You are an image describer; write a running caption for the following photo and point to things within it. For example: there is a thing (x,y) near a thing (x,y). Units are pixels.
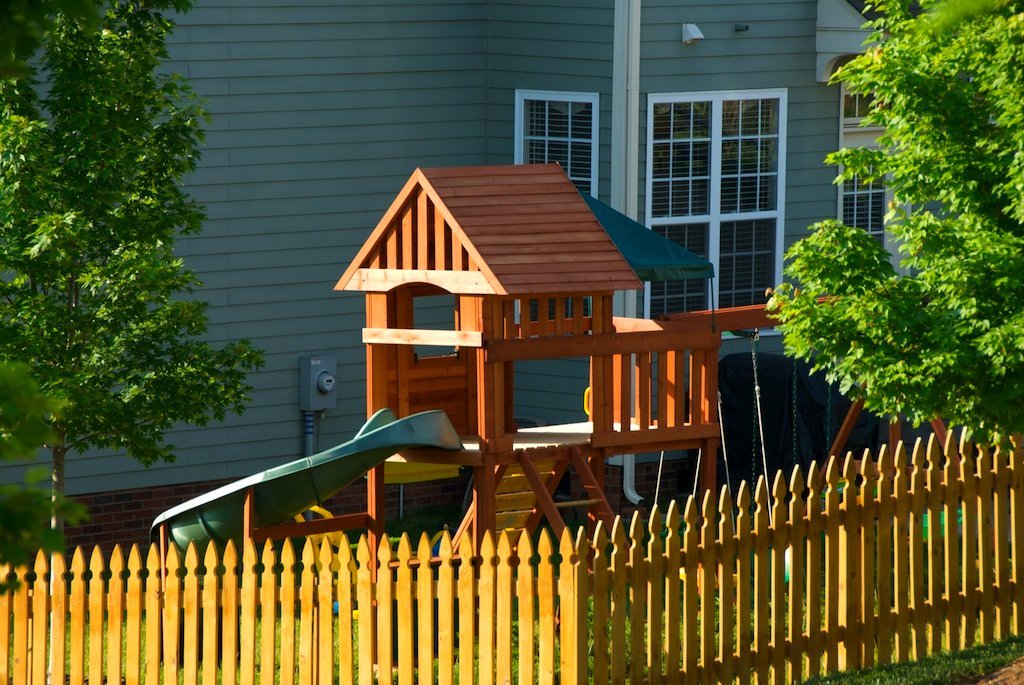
In this image in the front (566,587) there is a wooden fence (571,586). In the center (361,444) there is grass (606,581) on the ground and there are trees (124,250) and there is a wooden structure (523,358) and there is a slide (355,456). In the background (398,109) there is a building (638,144) and there are windows (661,160).
